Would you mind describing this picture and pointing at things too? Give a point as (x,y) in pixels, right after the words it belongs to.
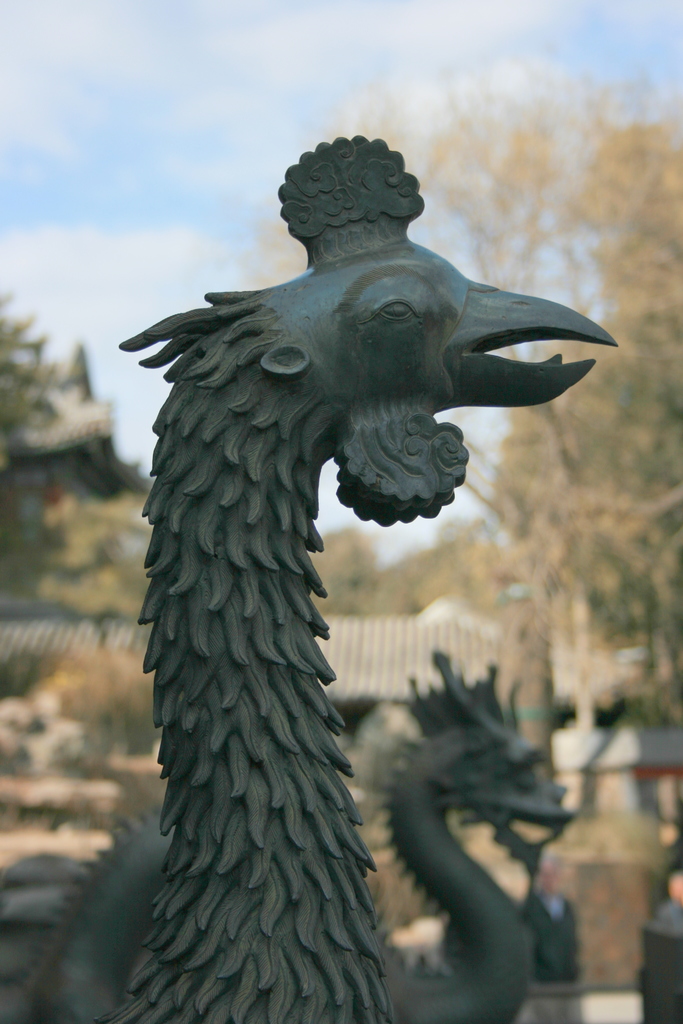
In the middle of the image (254,362) we can see some statues (155,971). Behind the statues (281,434) there are some trees (41,399) and buildings (635,747). At the top of the image (423,242) there are some clouds (62,98) and sky (372,87).
